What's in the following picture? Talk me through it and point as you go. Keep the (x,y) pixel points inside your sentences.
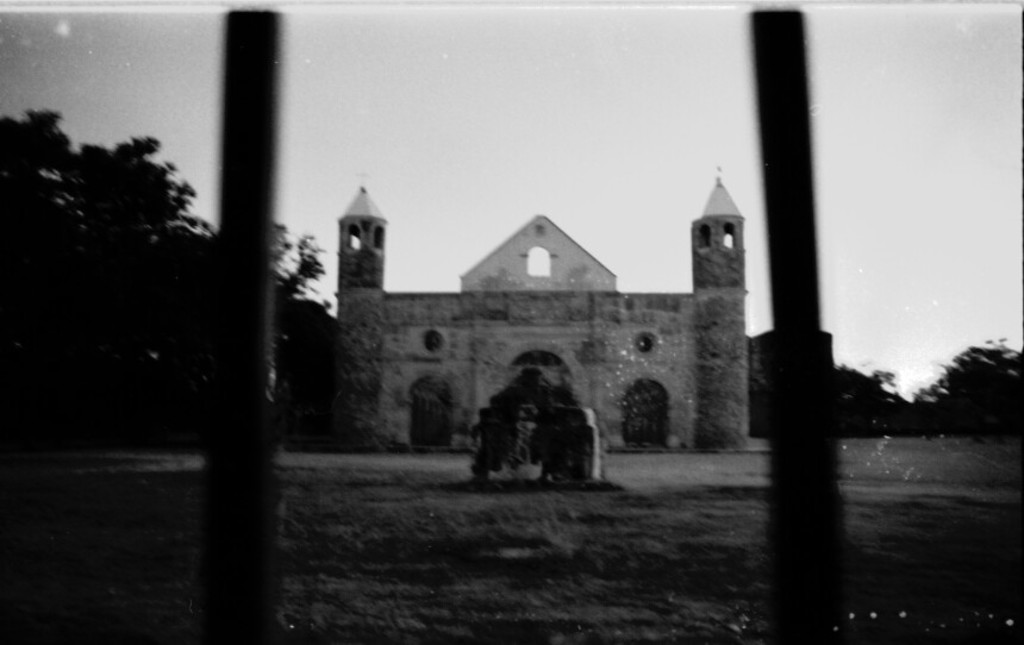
This is a black and white image. In the foreground (797,343), I can see two poles (229,476) on the ground (715,547). In the background (501,295) there is a building (578,355), on both sides of the building (463,341) I can see the trees (68,310). On the top of the image (492,108) I can see the sky (497,146).
